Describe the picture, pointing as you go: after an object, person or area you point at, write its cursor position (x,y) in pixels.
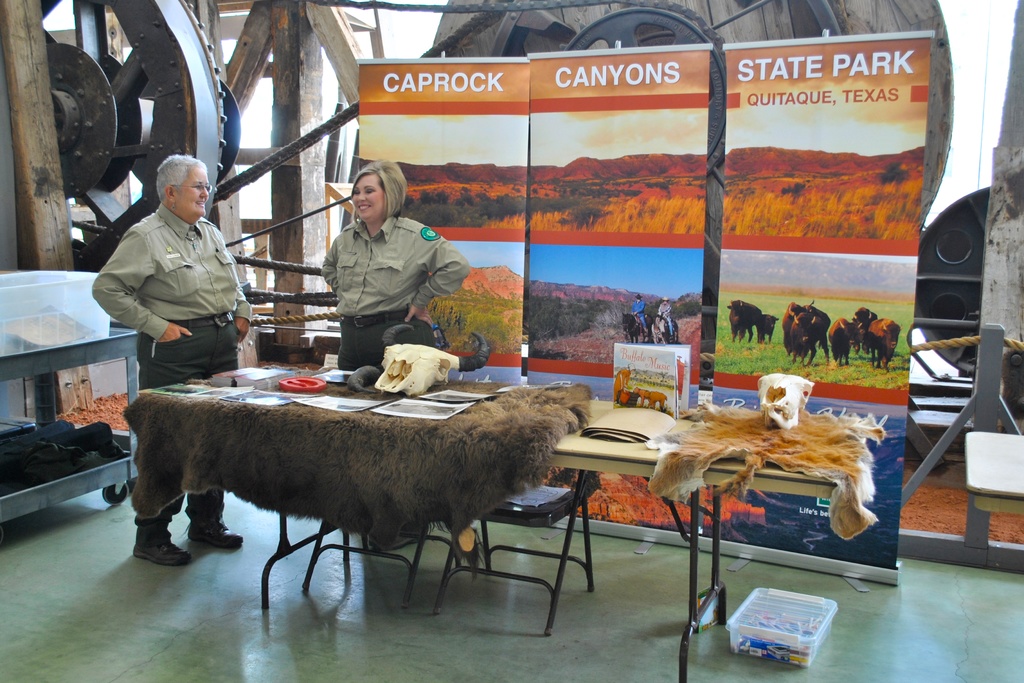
In this picture, we see two women (145,263) wearing uniform (151,243) and standing in front of a table (279,419) on which paper (262,403), plastic box (292,381) and head (397,370) of an animal (397,362) are placed. Behind them, we see boards (630,248) on which animals (825,346) and grass (873,305) are pasted on it. Behind them, we see machinery equipment (202,65).
